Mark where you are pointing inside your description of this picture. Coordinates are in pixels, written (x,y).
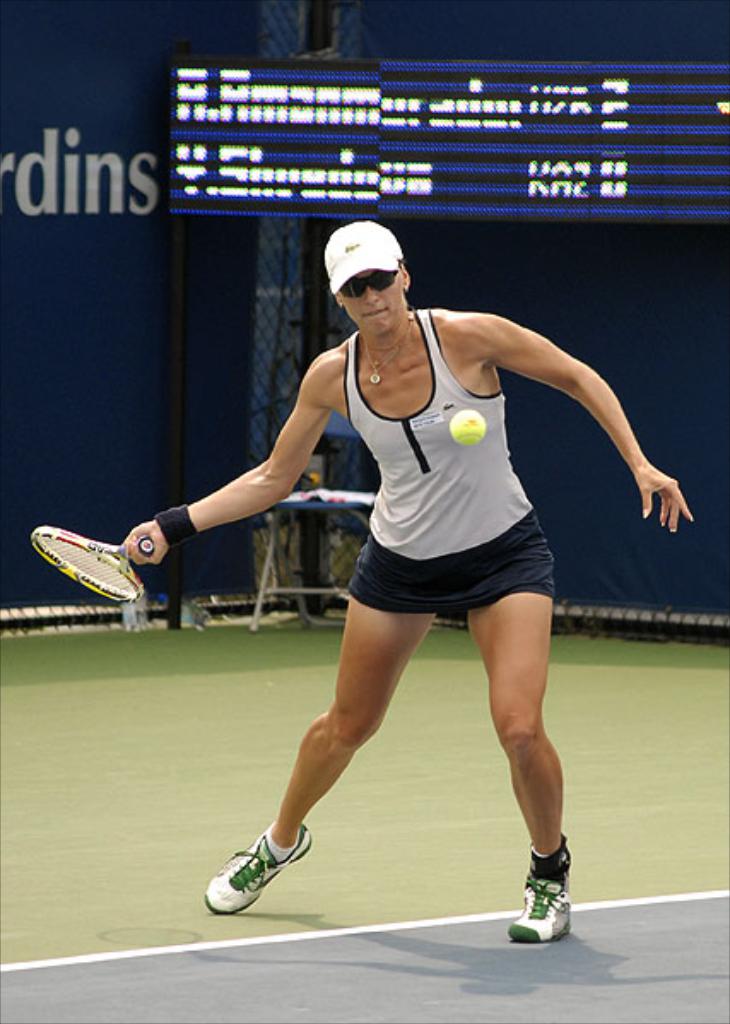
In this image women (426,530) is playing a tennis in a court (463,689) she is holding a racket (96,579) background (291,118) we can see the display (469,137).
